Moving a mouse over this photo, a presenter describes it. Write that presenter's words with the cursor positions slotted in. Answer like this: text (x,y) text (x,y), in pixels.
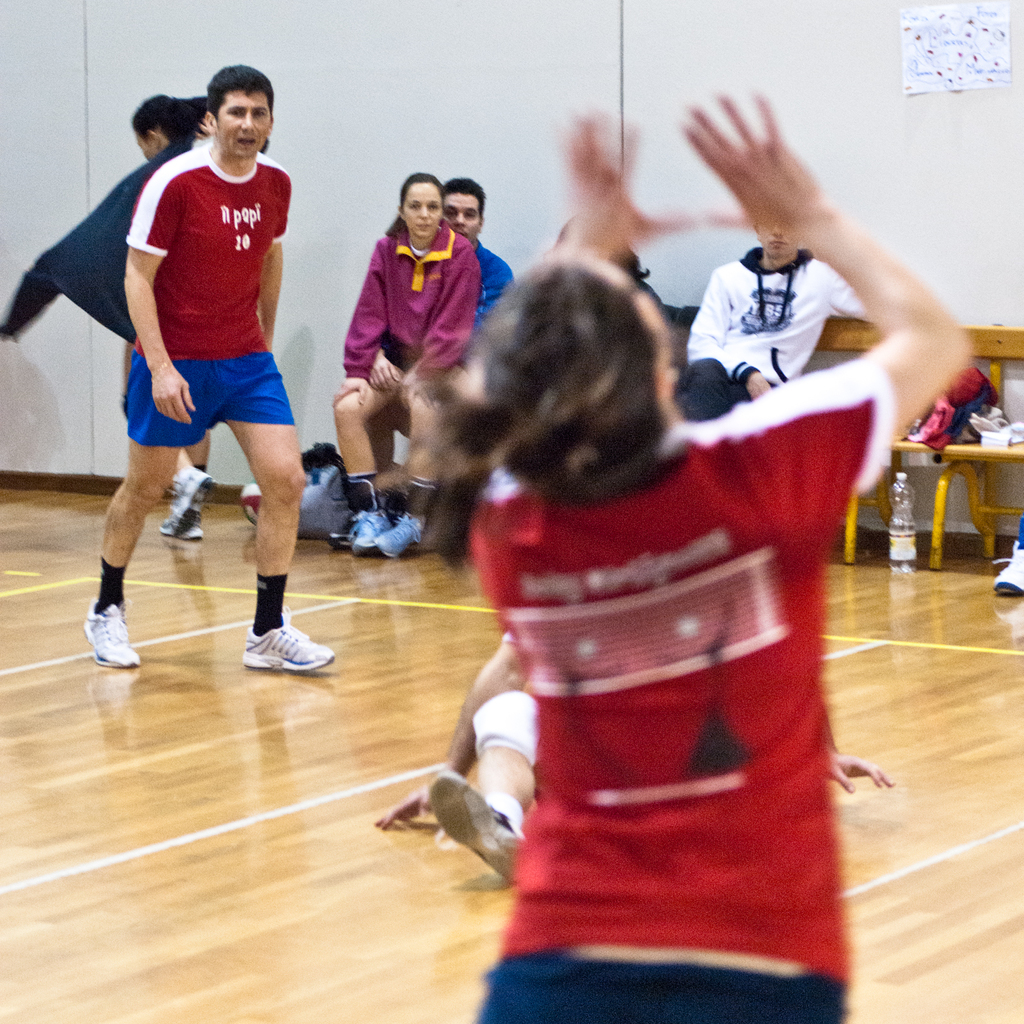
In the picture we can see a wooden floor play hall (962,480) with some people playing and wearing a sports wear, in the background (924,80), we can see some people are sitting on the bench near the wall (977,246) which is white in color and some paper (910,81) pasted to it.
